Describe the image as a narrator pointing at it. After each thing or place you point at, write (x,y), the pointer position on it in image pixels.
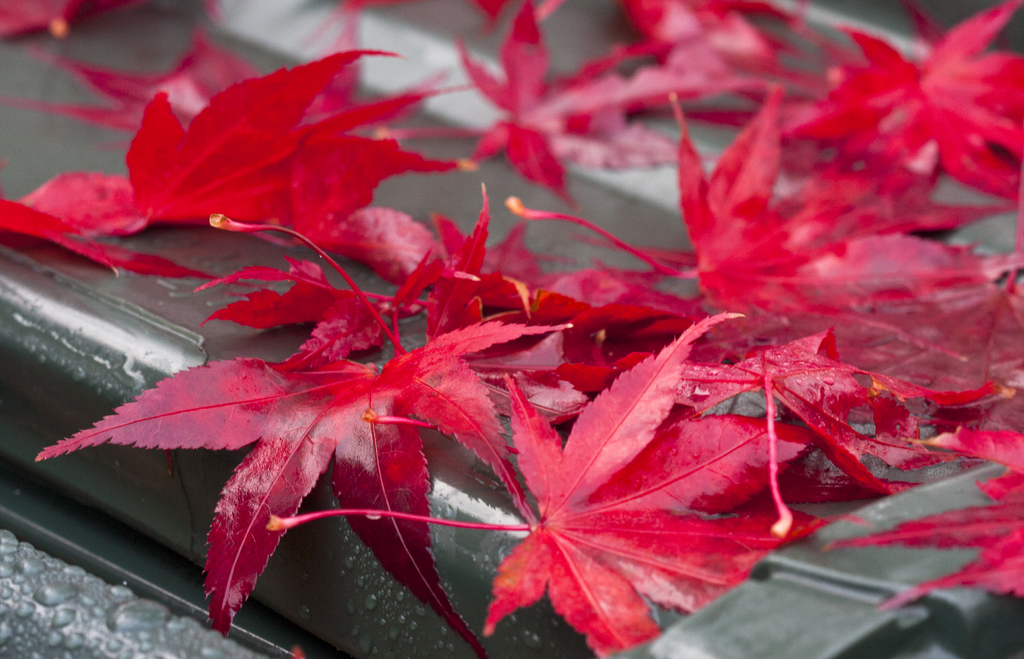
In the picture I can see leaves (504,317) on a surface (460,217). These leaves (447,247) are red in color.
